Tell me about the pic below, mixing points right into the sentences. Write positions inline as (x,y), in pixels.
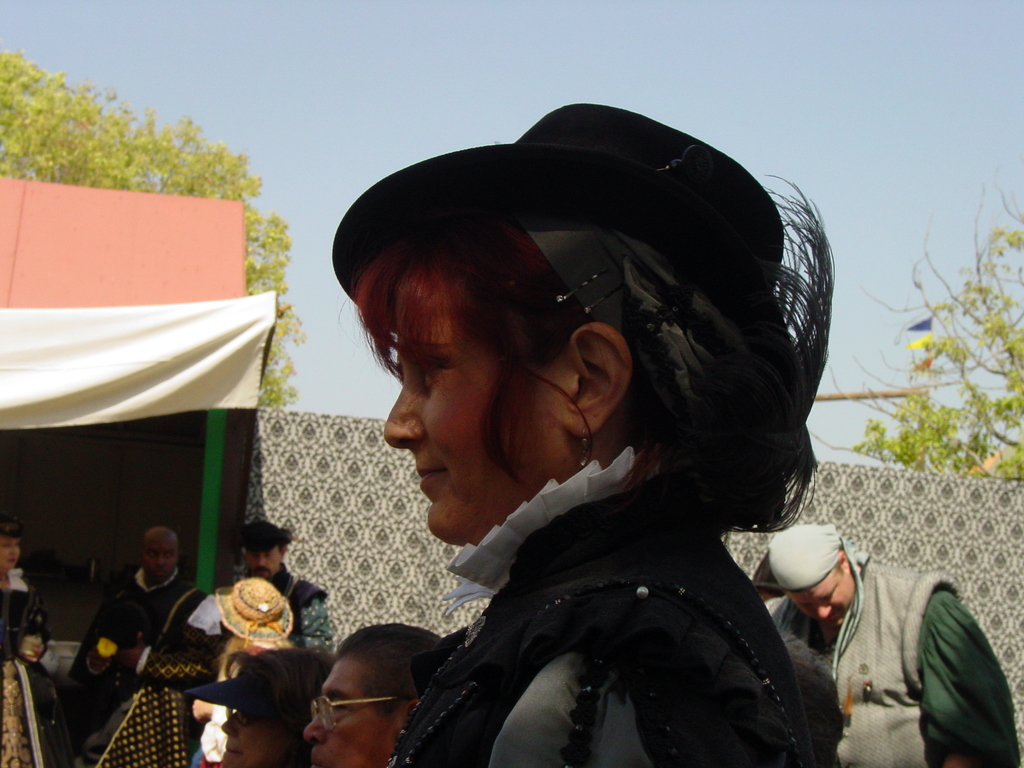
In this image we can see a lady (594,622), she is wearing black color dress (539,615) and hat (601,160). Behind so many people (322,639) are there and one shelter (191,366) is present. Background of the image (99,123) trees (948,343) are there. The sky (549,77) is in blue color.
